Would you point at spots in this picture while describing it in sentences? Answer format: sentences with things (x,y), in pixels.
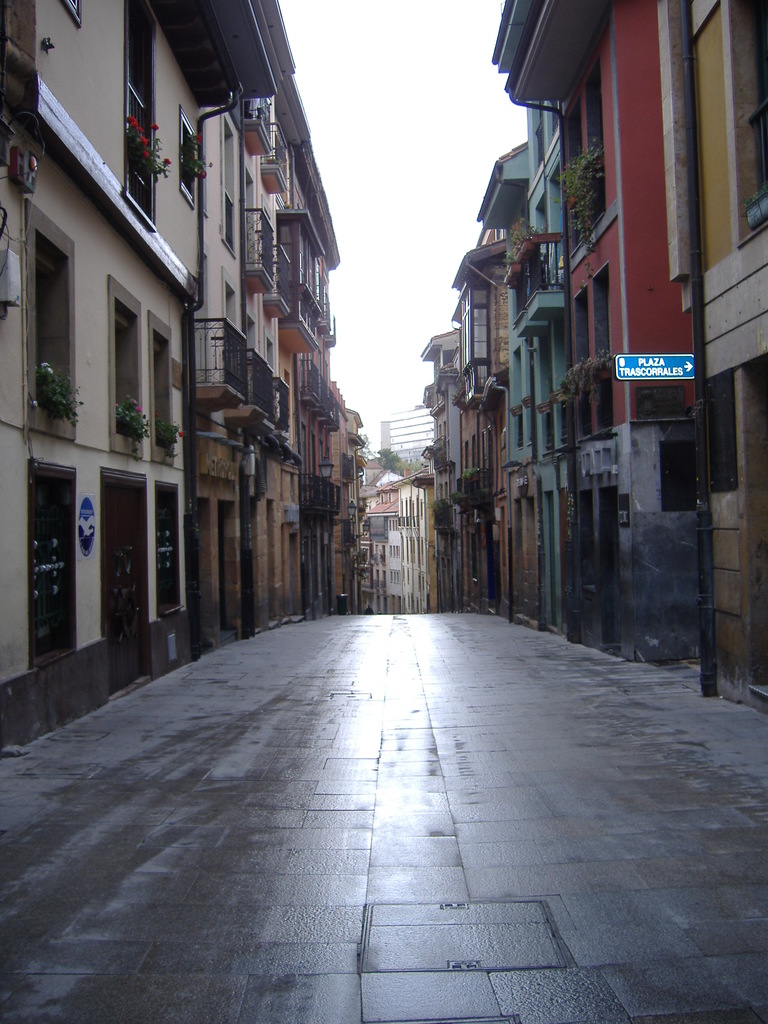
In this image we can see buildings (533,219), houseplants (586,206), sign boards (645,377), pipelines (191,482), railings (531,253), doors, windows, trees (390,452) and sky (380,243).
